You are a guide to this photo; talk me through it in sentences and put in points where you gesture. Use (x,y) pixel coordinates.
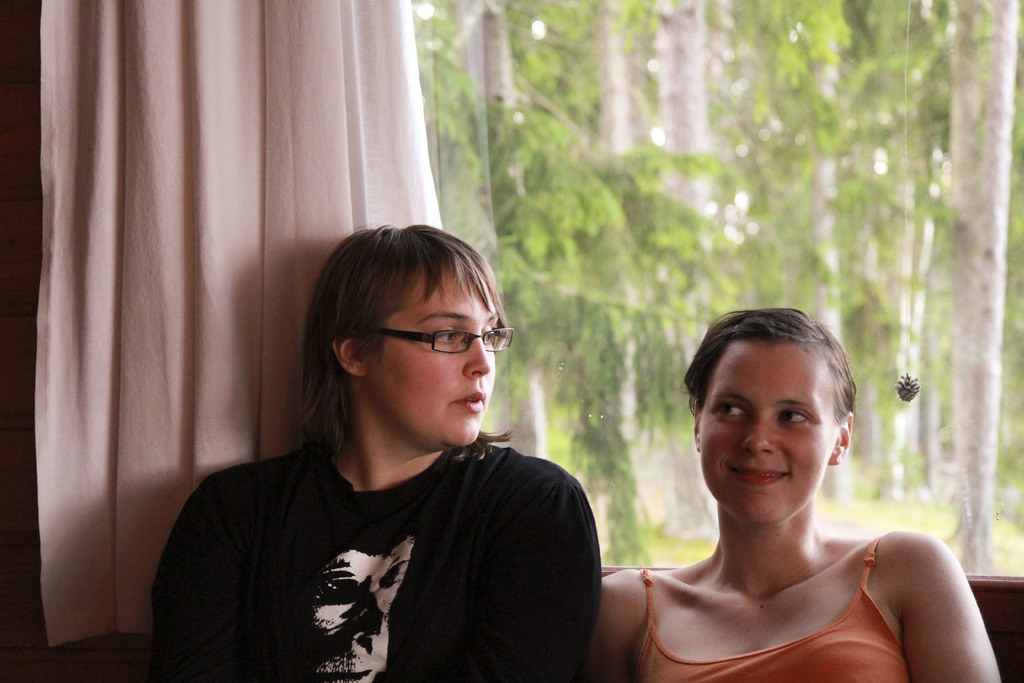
Here we can see two women (523,627). She has spectacles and she is smiling. In the background (598,155) we can see a curtain (159,199), glass (547,161), trees (751,205).
